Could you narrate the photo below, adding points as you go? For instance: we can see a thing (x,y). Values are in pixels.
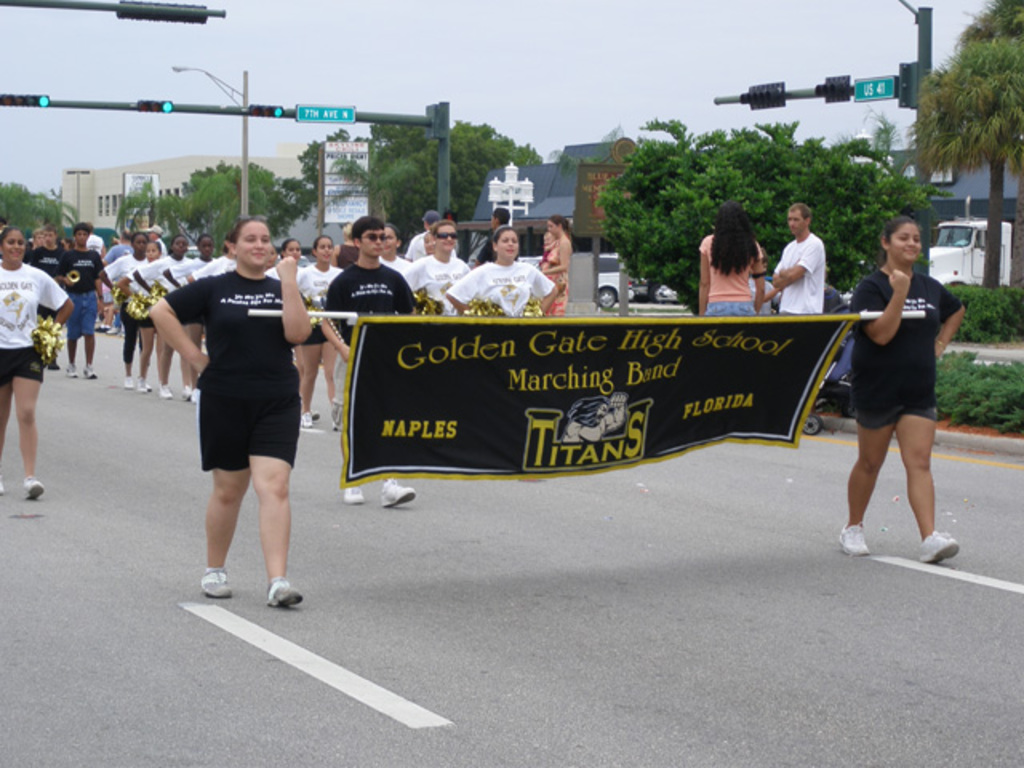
In this image we can see few persons (380,293) walking on the road (374,488), few of them are holding some objects (140,312), two persons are holding a banner (506,408) with some text (551,356) written on it, there are some trees (385,181), vehicles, plants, buildings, also we can see some traffic lights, poles (222,113) and the sky (272,144).
